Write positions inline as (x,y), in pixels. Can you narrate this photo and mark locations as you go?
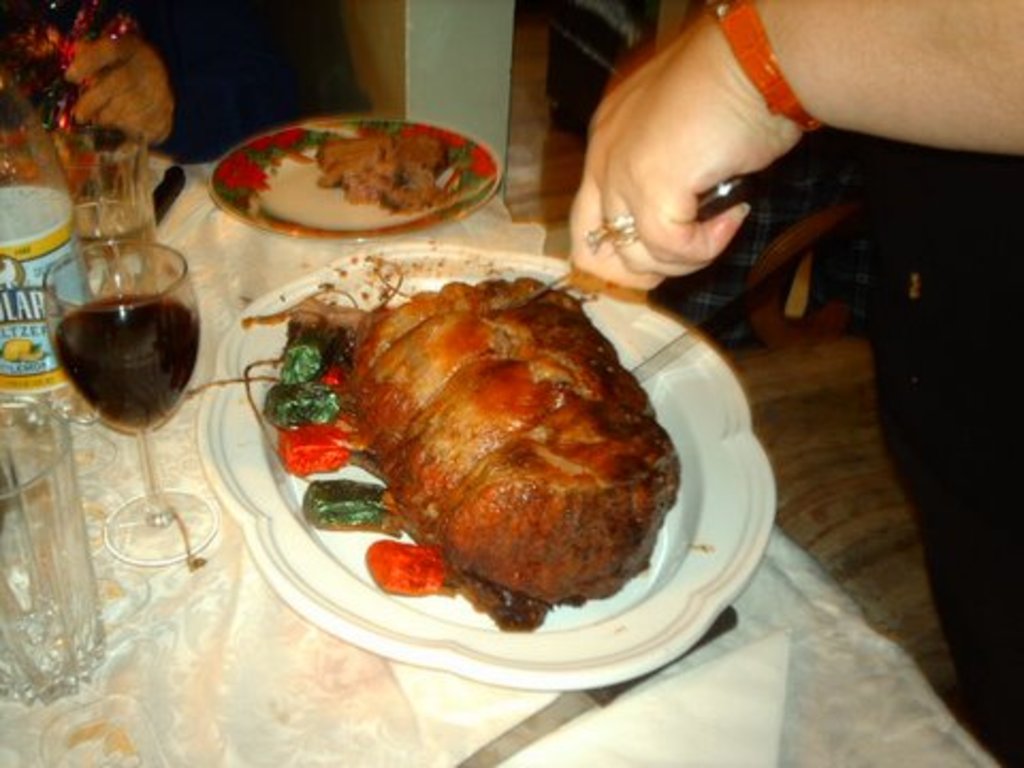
This is a table (340,709) covered with a cloth (257,638). I can see a plate (245,330), which contains food (494,390), wine glasses (143,382), cup (38,455), knife (605,704) and few other things (30,252) on it. On the right side of the image (749,166), I can see a person's hand (711,176) holding a knife (716,190). At the top left side of the image (92,52), I can see another person's hand (105,94). This is the floor (826,433).
